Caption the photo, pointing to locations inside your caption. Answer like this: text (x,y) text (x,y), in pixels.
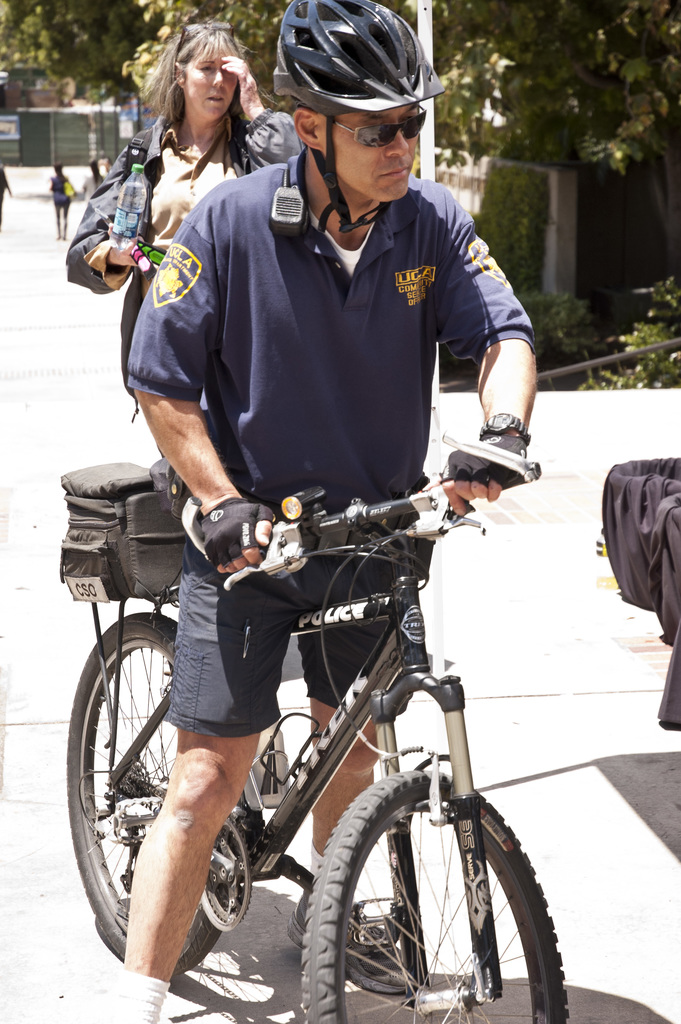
In this image i can see a person (197,608) on the bicycle (219,855) wearing a helmet (395,93), In the background (150,129) i can see a woman (164,88) standing and holding a bottle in her hand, I can see trees (70,47) and few people (58,175) in the background (58,163).
